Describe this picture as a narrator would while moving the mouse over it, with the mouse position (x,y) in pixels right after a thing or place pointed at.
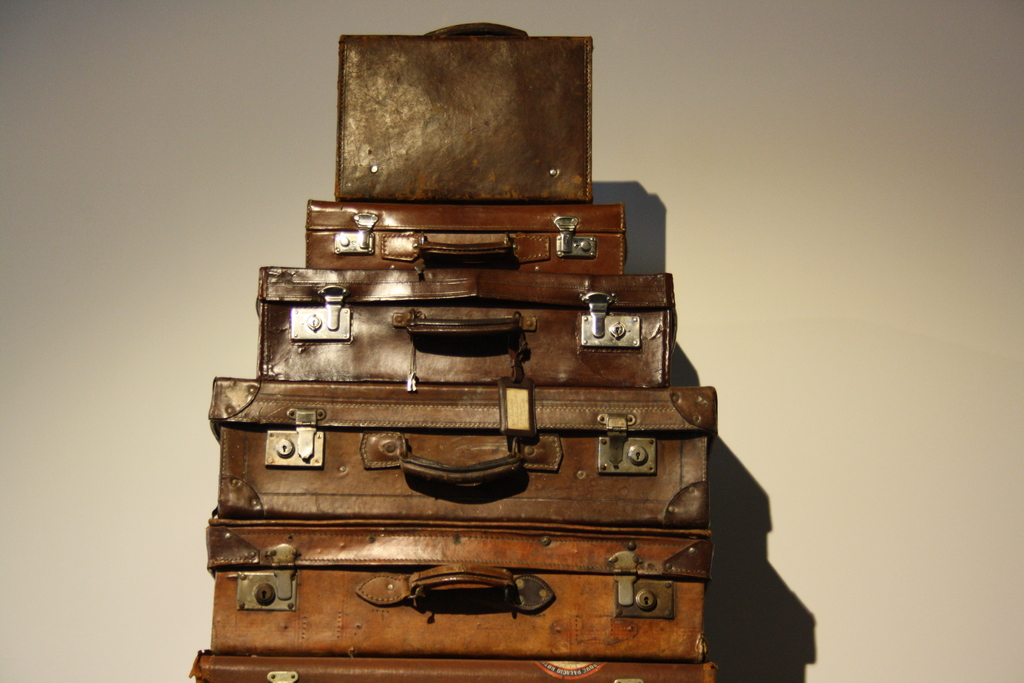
In this image I can see few trunk boxes (558,559). They are in brown color. Background (868,104) is in white color.
